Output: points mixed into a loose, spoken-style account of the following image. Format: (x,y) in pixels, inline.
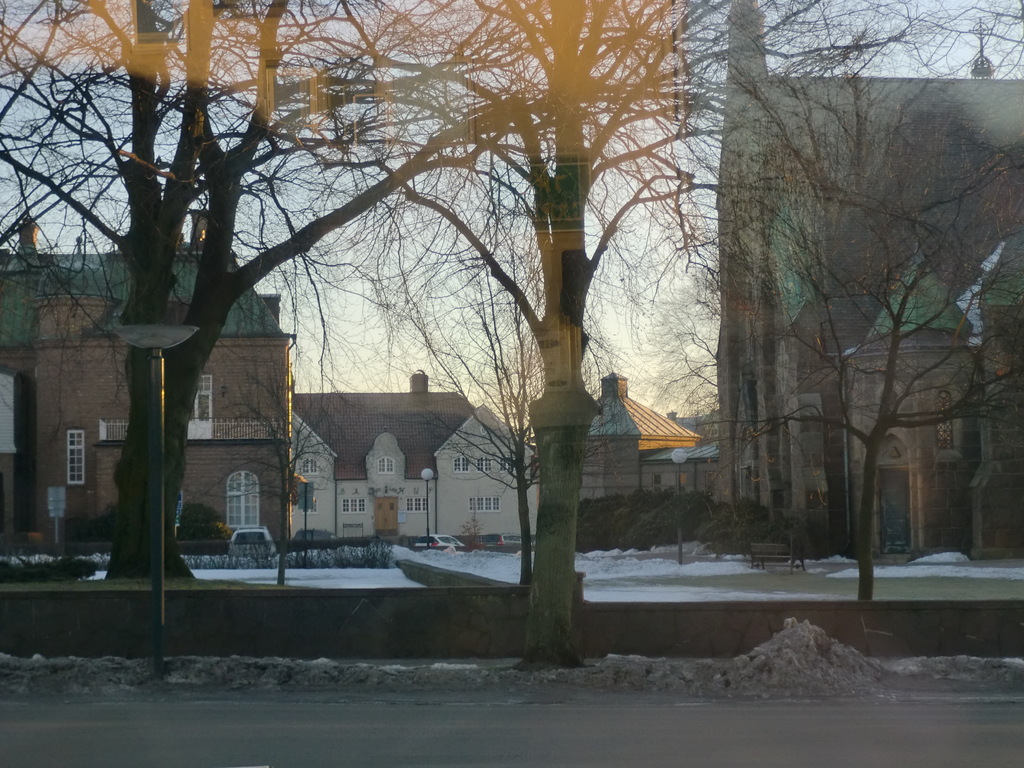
In this picture I can see few buildings (774,275) and trees (171,399) and few pole lights (159,413) and a bench (795,558) and a car (263,536) parked and a cloudy sky (369,340) and I can see snow (633,574) on the ground (633,574).
